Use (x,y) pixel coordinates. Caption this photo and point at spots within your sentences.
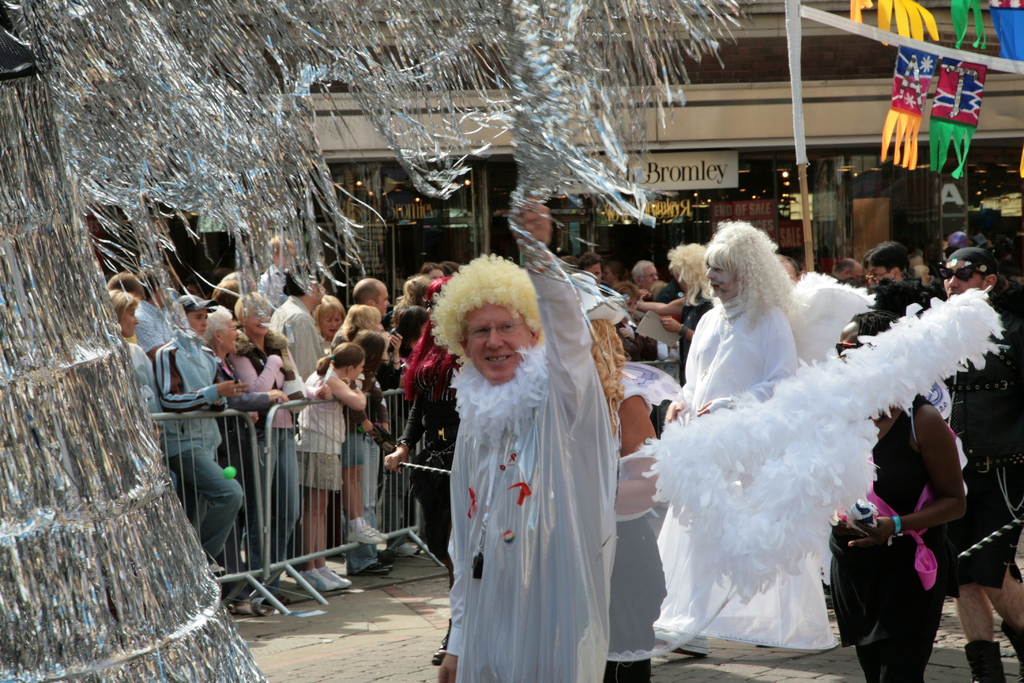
In the picture I can see few persons (781,472) standing and wearing fancy dress (843,428) in the right corner (842,375) and there is a fence (268,475), few persons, a building (375,177) and some other objects (423,172) in the background (337,276).
